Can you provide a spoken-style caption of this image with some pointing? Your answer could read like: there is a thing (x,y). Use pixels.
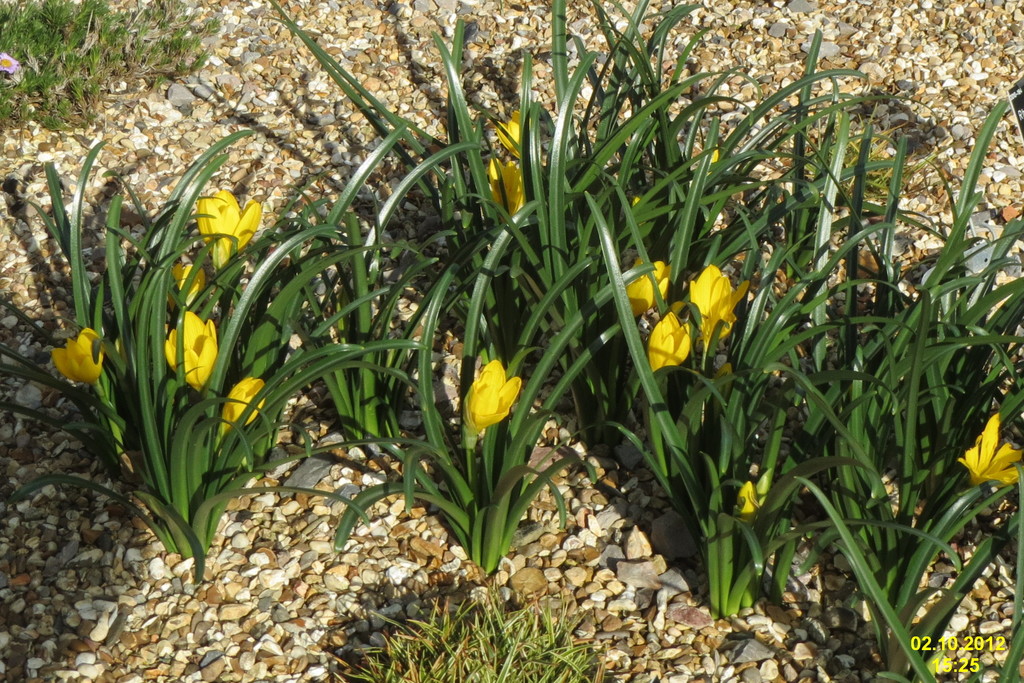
In this picture we can see the yellow flowers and grass (480,474). On the bottom side (308,607) there are some small pebble stones (454,593).
